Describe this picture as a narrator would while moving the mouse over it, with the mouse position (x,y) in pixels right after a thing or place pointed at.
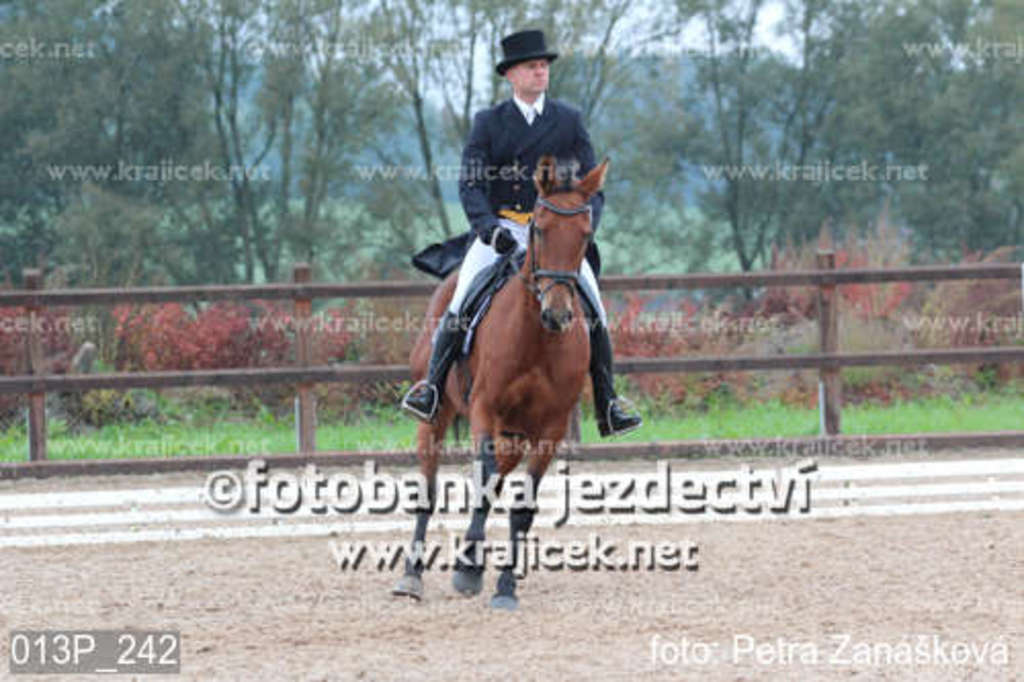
In this image, we can see a person (528,140) wearing clothes (491,251) and riding a horse (485,325). There is a fencing (249,293) and some trees (716,213) in the middle of the image (638,253). There is a text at the bottom of the image (46,663).
